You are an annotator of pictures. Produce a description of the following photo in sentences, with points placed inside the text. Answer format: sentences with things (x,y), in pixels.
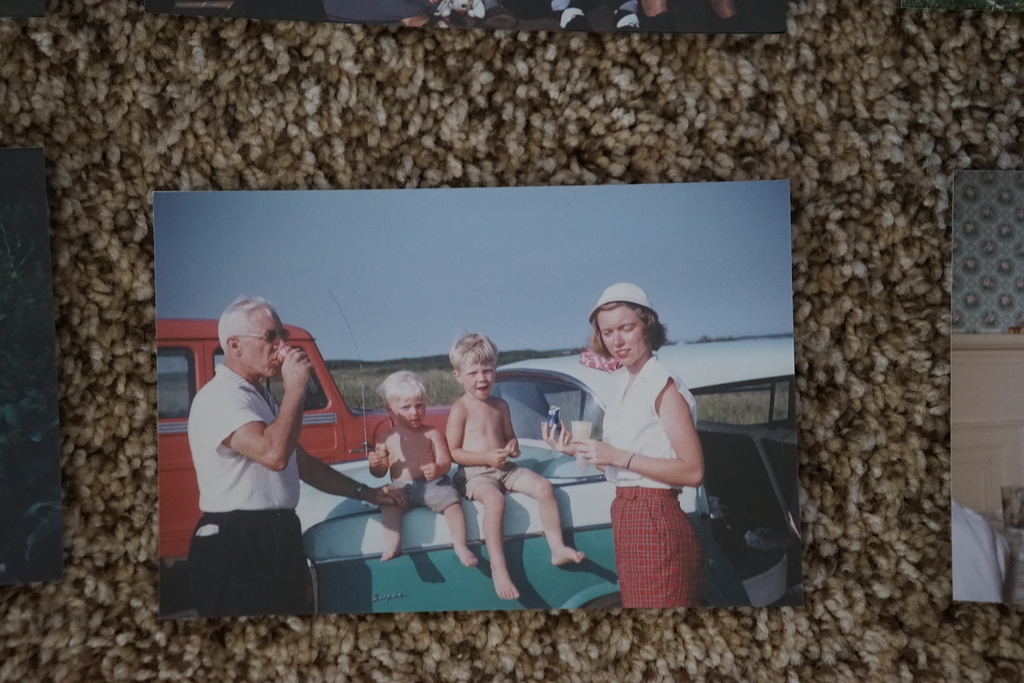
In this image we can see a photocopy (484,211), in the photocopy (479,202) there are few vehicles (525,363) and persons (304,362), two children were sitting on the vehicle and two were standing and having something.
